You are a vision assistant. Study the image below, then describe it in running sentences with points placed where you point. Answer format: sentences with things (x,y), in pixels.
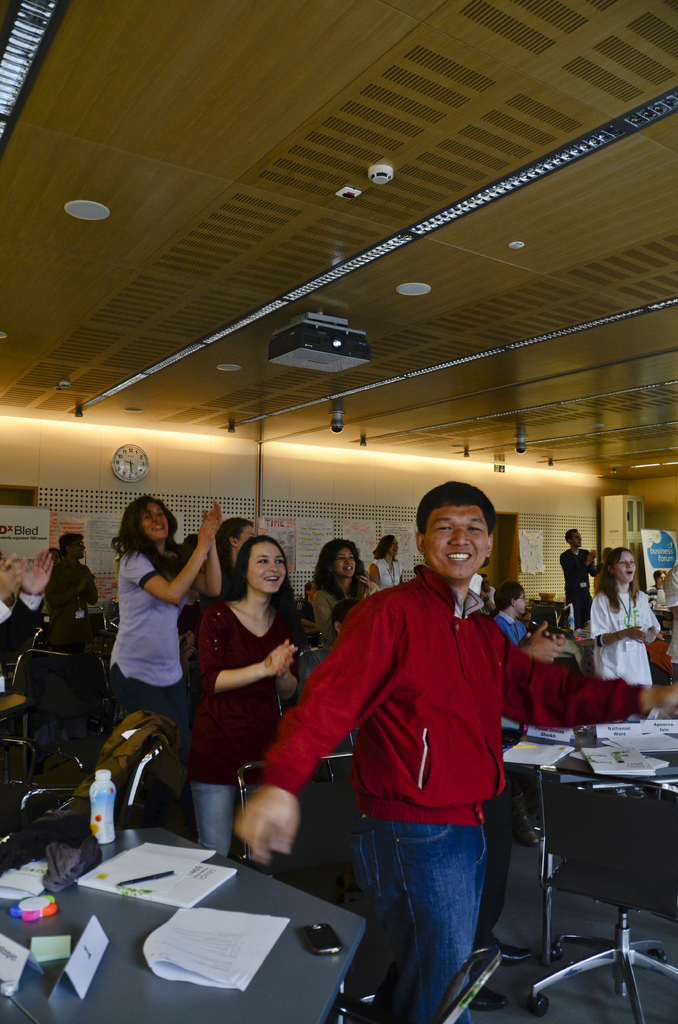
In this image there are persons (394,737) who are standing and applauding someone at the background of the image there is a wall clock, projector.
